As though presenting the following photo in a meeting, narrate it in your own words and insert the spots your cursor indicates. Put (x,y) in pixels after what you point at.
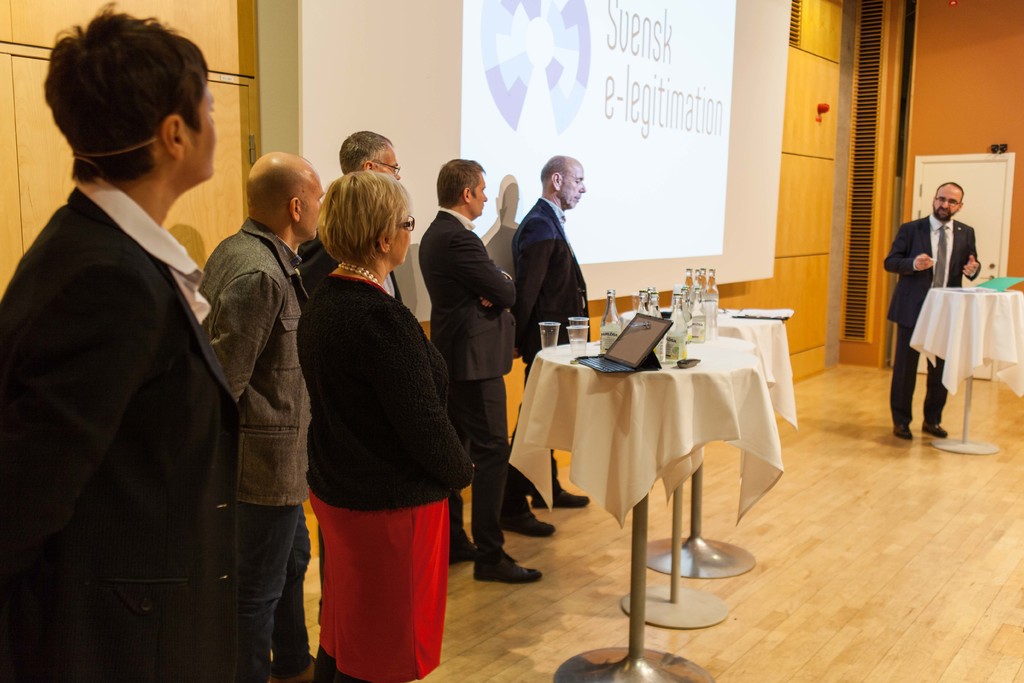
This is an image clicked inside the room (732,316). On the right side (933,257) I can see man (947,251) standing and it seems like he's speaking something. On the left side (162,338) I can some more people (344,309) standing and it seems like they are listening to his conversation. In the middle of the image (671,418) I can see three tables (686,457) and on that there are some bottles (671,343), glasses (574,338) and one monitor (640,345). In the background (855,153) I can see a wall (968,89).
